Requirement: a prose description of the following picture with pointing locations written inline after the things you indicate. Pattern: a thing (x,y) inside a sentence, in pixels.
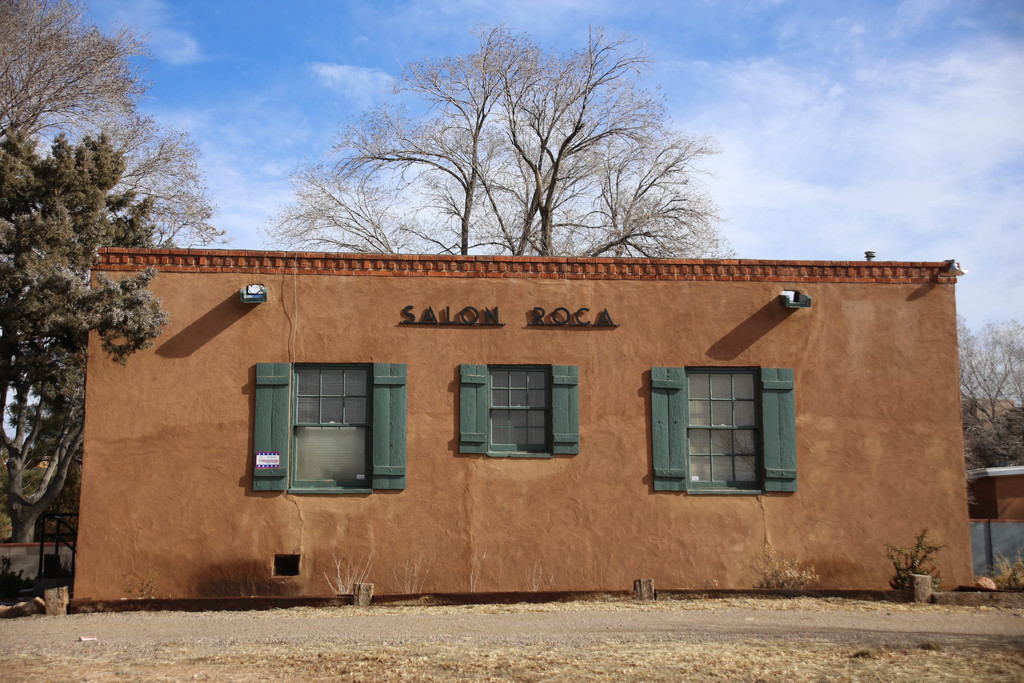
In the center of the image (656,311) we can see a building (398,550) and windows (695,420). In the background (503,229) there are trees (480,192) and sky (719,94).
